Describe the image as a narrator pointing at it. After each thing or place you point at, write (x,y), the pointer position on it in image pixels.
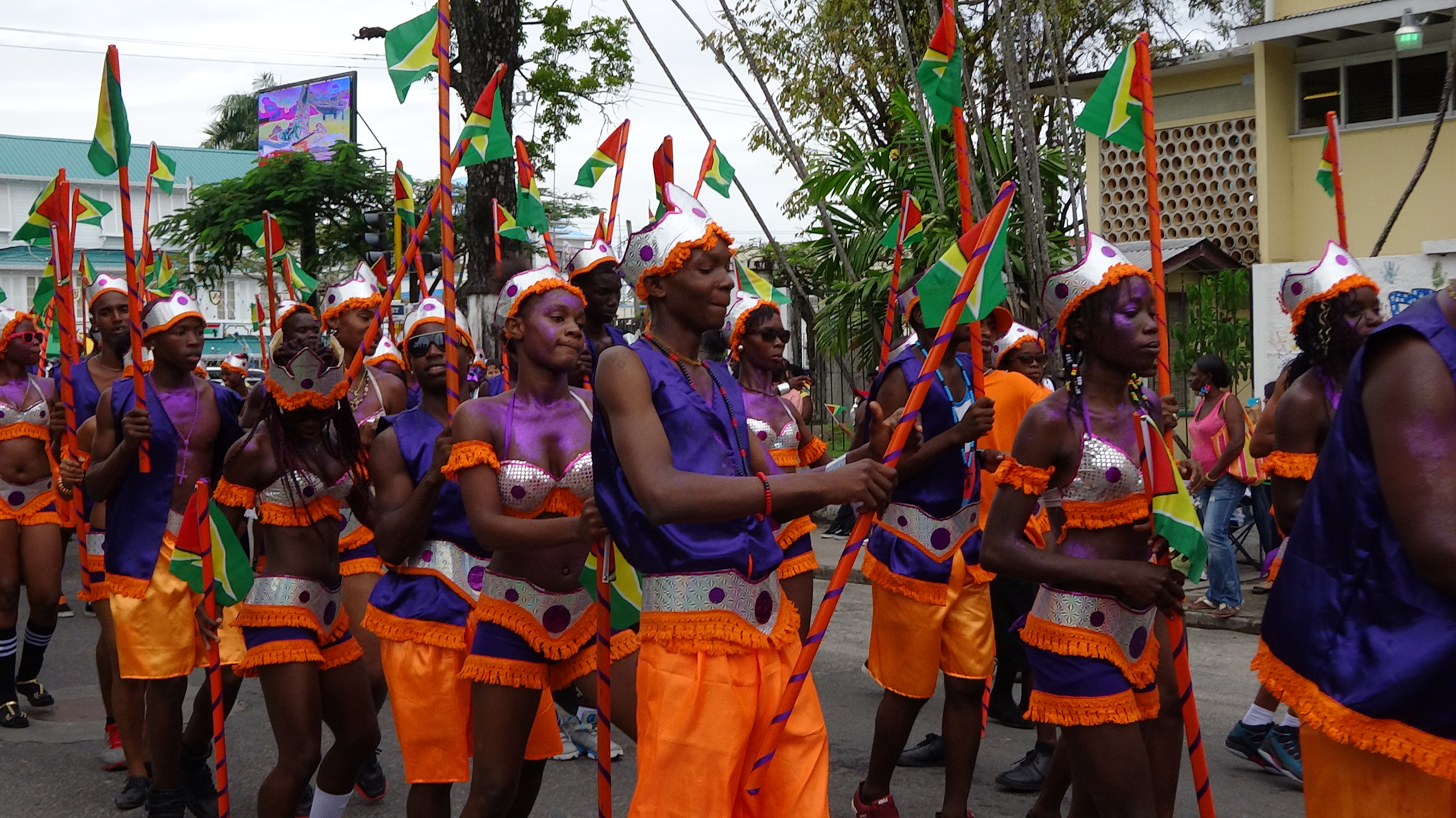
In this image, I can see a group of people (674,537) standing with fancy dresses (525,499) and holding some objects (136,308). In the background (811,262), there are trees (370,185), buildings (1437,230), a board (319,136) and the sky (731,129).
